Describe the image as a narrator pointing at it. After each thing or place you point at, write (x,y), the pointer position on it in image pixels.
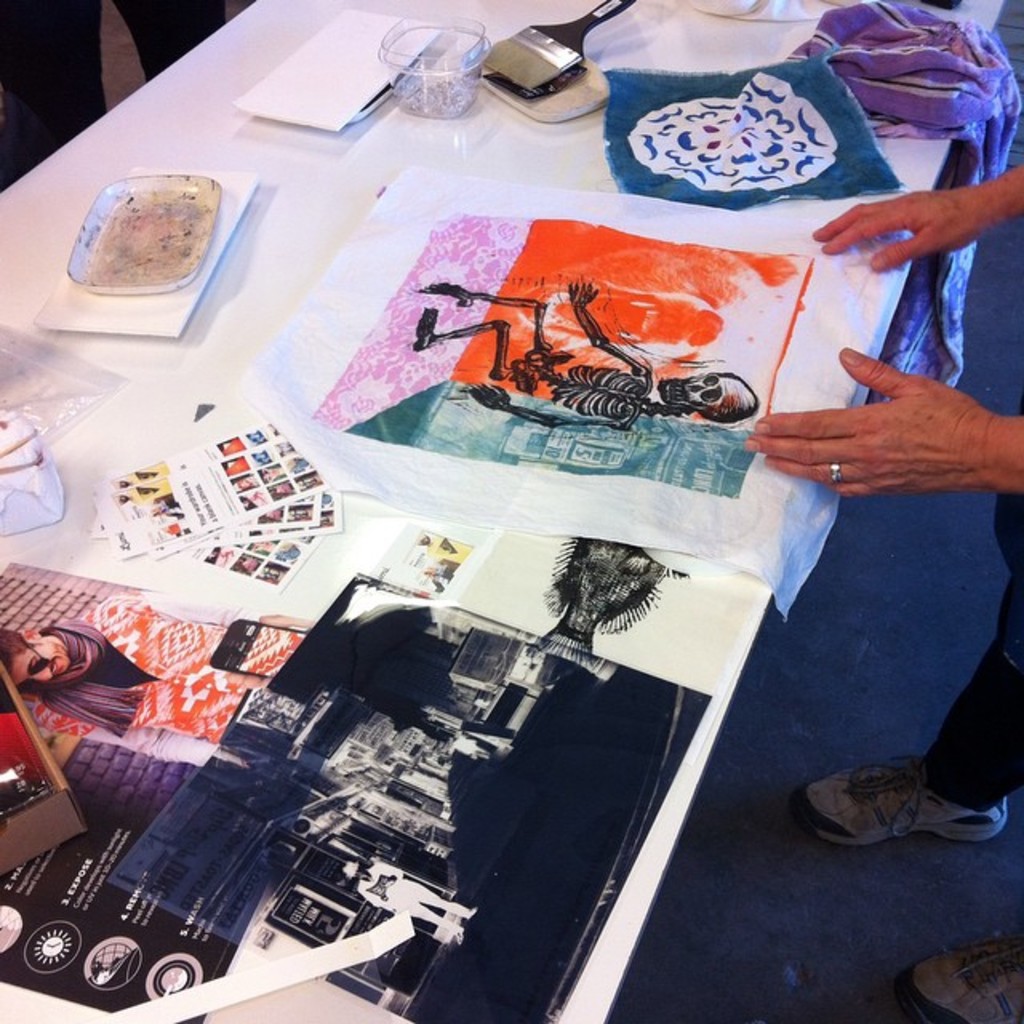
In the image we can see a person (994,708) standing, wearing clothes (991,708), finger ring (835,471) and shoes (881,791). Here we can see the table (426,142), on the table (328,576), we can see posters (381,617), containers (419,110), cloth (711,128) and the paint brush (523,67).
